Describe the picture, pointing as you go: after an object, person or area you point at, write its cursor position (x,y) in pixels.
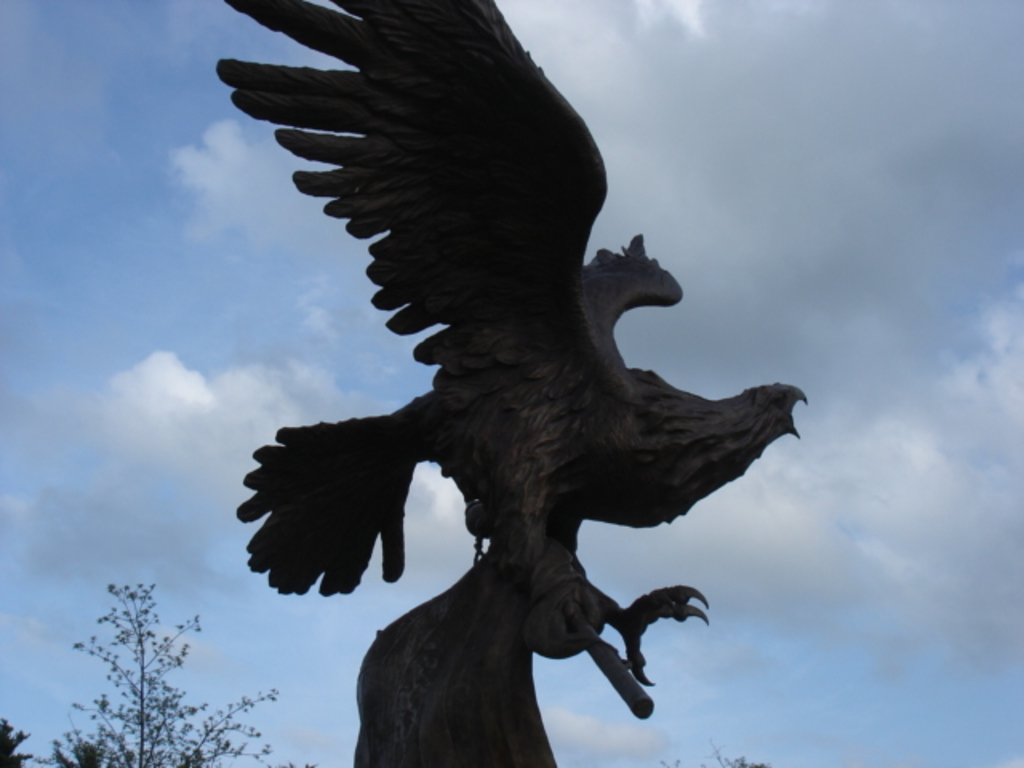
In this picture we can see a statue (433,711) of a bird (399,99), trees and in the background (349,637) we can see the sky (632,106) with clouds (943,372).
